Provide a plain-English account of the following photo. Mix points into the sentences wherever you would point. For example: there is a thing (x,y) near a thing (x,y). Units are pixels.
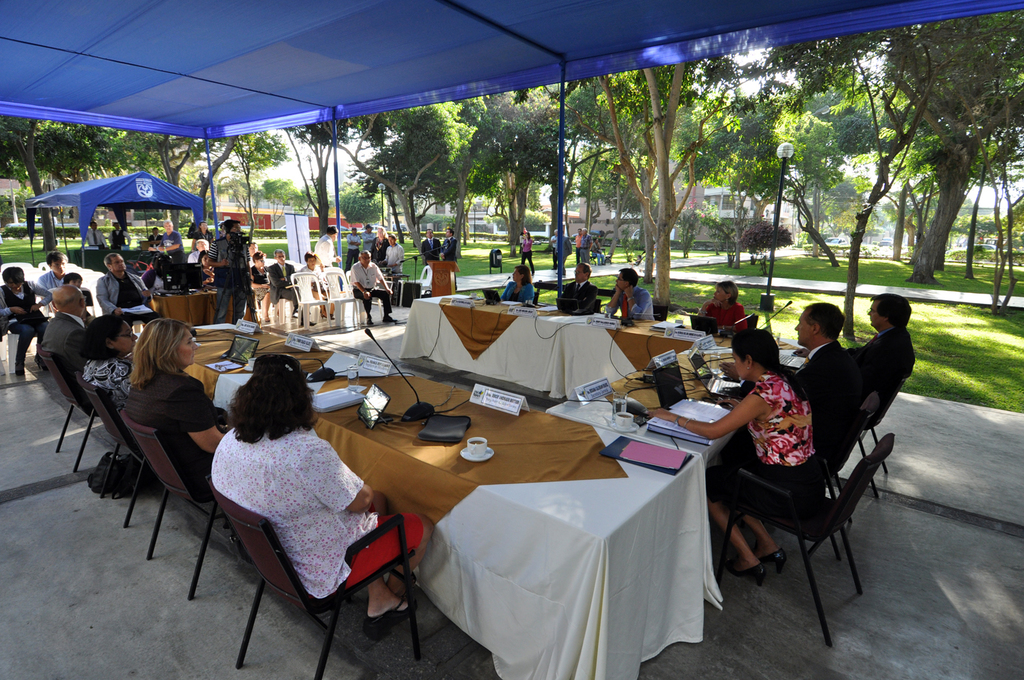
This is a image inside of a tent (328,111) and there are group of persons (263,416) sitting on the chair (300,318) and a camera man (227,254) taking the picture of the persons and on the middle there is a another tent (114,207) visible on the left corner (80,211) and there are some trees (62,143) visible on the left corner (52,168) and on the right side (807,118) there are some trees (969,85) visible and there is a street light (782,184) on the right corner (782,171). and on the middle (523,244) there are some persons (529,261) walking on the road (490,272) and there is building (716,191) visible on the right corner (720,200) and center of the image (491,428) there are tables (531,450) kept and there are system (682,383) kept on the table (554,442), coffee cup (476,440) kept on the table (473,428).
